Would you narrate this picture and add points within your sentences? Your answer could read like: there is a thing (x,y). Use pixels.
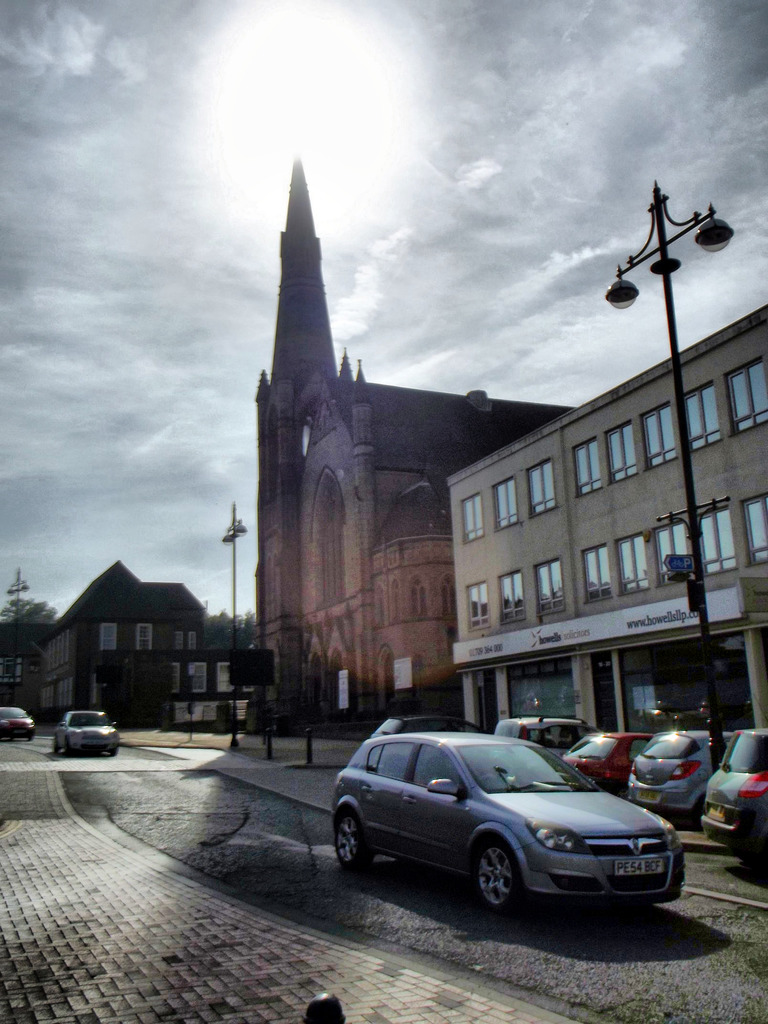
In this image in front (605,877) there are cars (465,817) on the road (518,918). In the background of the image (451,597) there are buildings (271,559), street lights (234,570), trees (249,627) and sky (121,275).
